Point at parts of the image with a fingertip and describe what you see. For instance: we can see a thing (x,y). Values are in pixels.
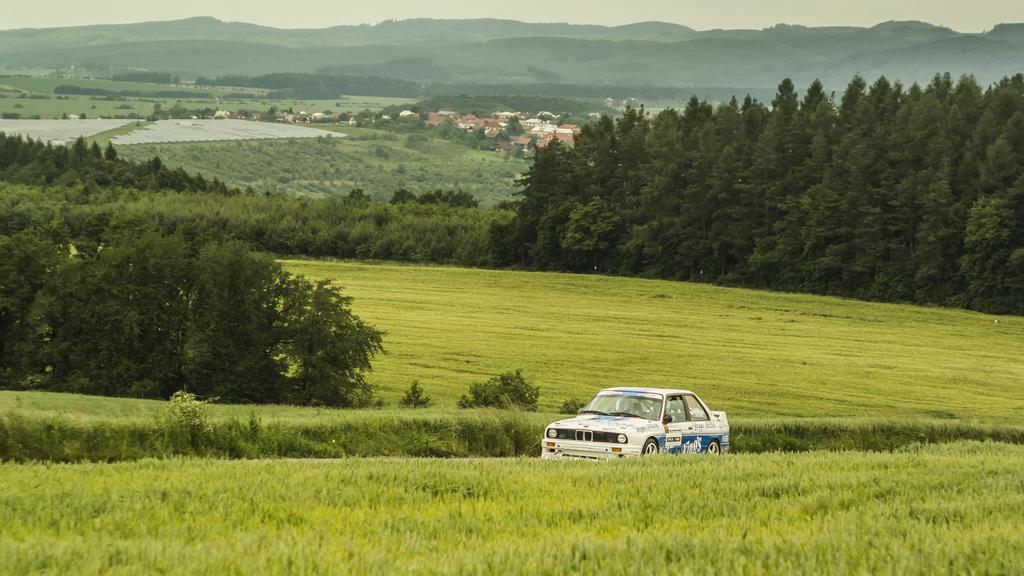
In this image, we can see some trees (372,241) and plants (528,393). There is a car (565,427) at the bottom of the image (595,400). There are hills (496,49) at the top of the image (325,55).
